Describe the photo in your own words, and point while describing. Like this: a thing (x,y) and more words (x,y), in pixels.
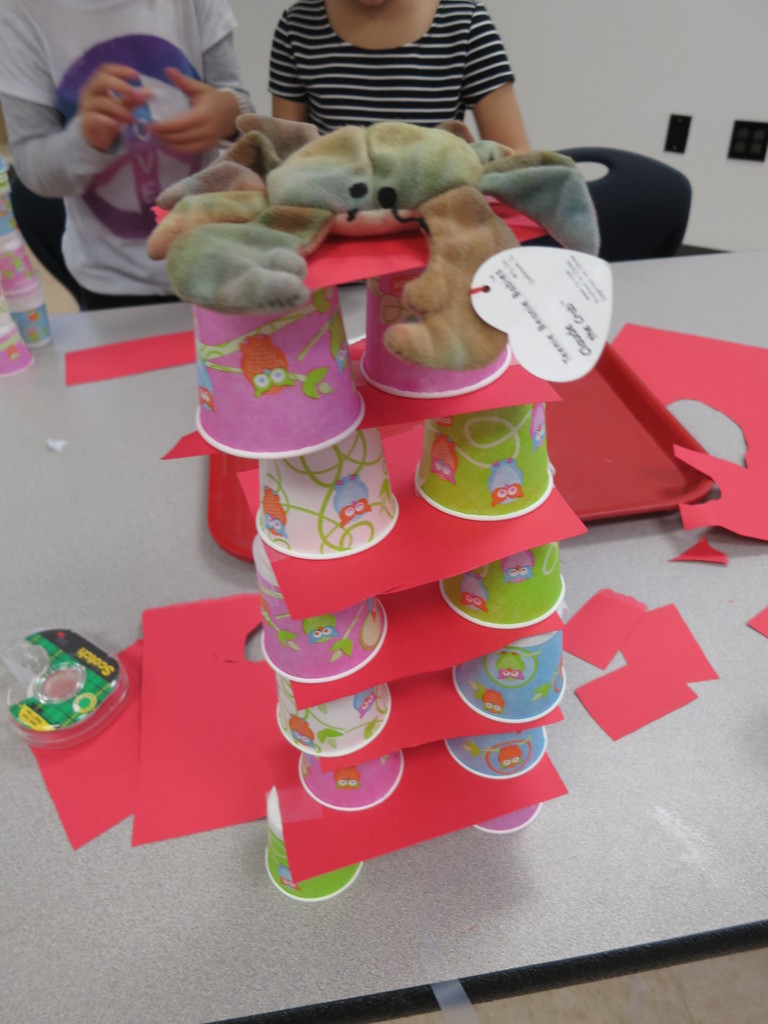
In this picture we can see a table (580,918) in the front (554,913), there are some cups (452,435) and papers (712,462) on the table (739,460), in the background (664,169) there are two chairs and two kids (288,60), we can see a doll (412,206) and a tag (561,305) in the middle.
